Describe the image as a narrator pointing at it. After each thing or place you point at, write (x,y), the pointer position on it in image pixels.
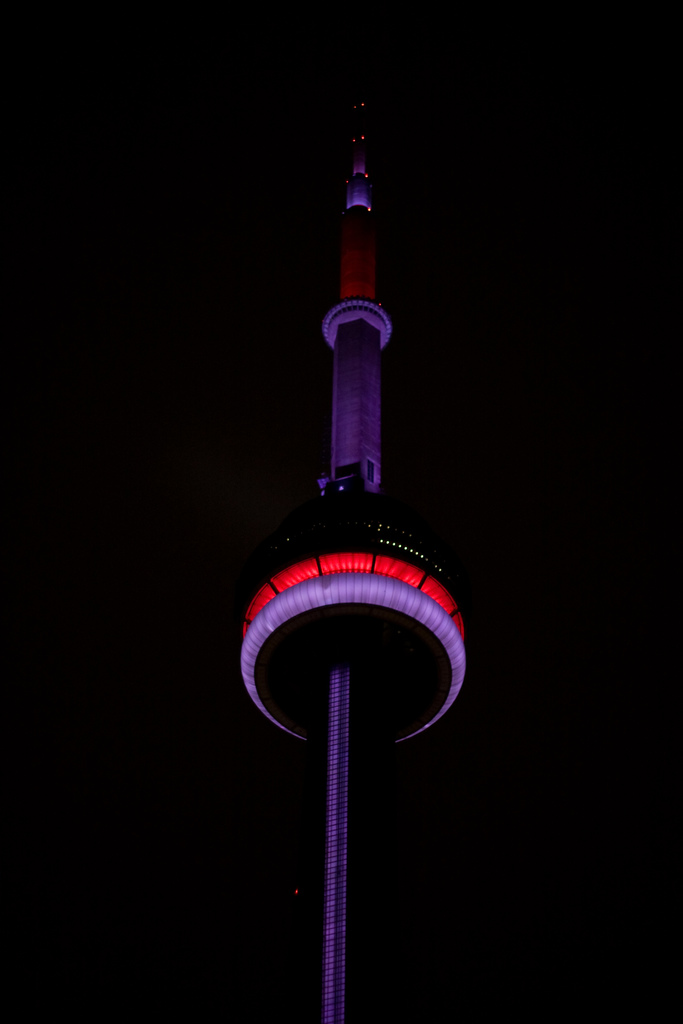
In this image there is dark background (605,436). There are tall building (281,624) with colorful lights (410,565).
